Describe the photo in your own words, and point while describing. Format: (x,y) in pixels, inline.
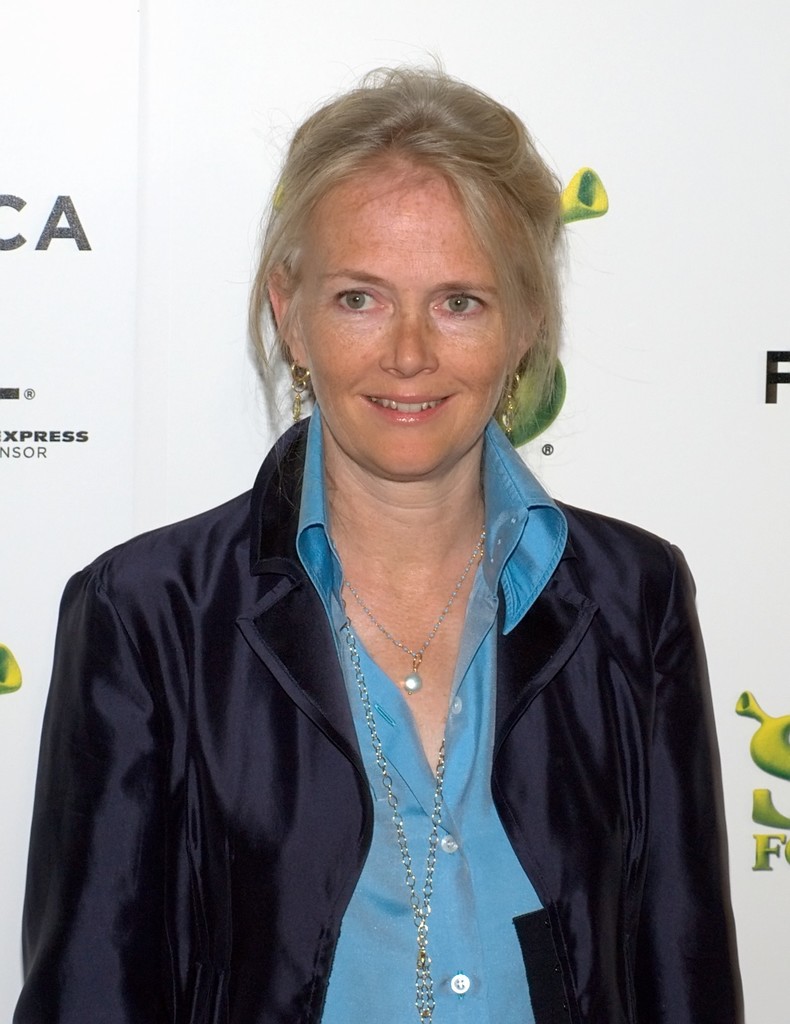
In this picture, we can see a lady (343,320) and in the background (745,658) we can see poster (603,313) with some text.
